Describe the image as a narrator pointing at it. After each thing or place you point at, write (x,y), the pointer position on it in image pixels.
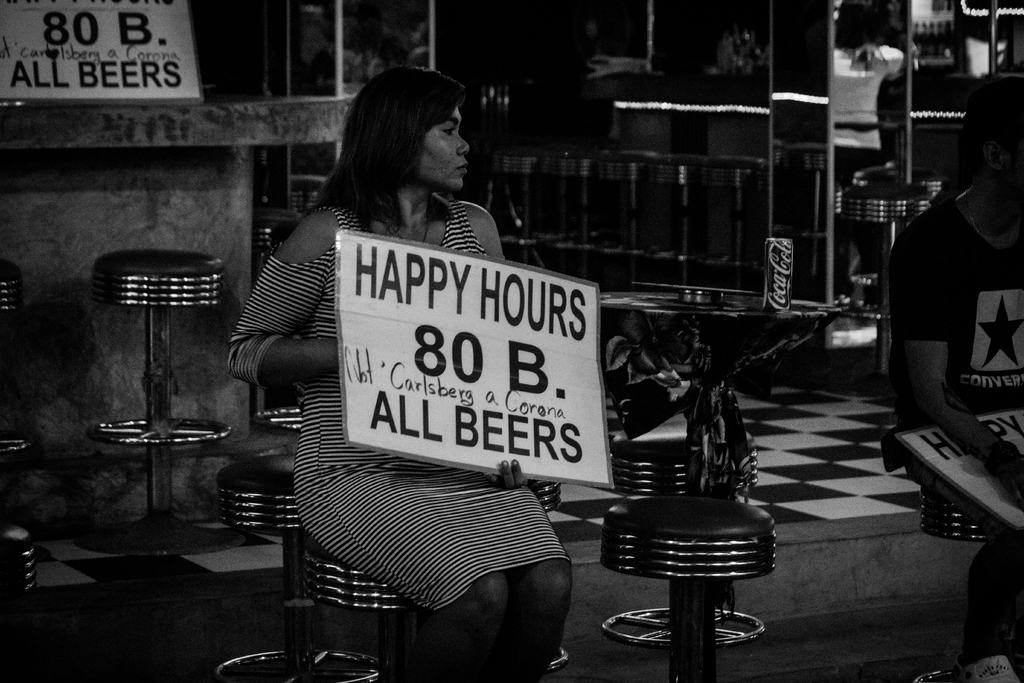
In this image we can see a persons (322,479) sitting on the stool (359,577) and holding a information board (486,357) in her hands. In the background (136,85) we can see information boards (150,79) on the desks (231,109), stools (905,167), persons (920,317) and beverage tins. This is a black and white image.
